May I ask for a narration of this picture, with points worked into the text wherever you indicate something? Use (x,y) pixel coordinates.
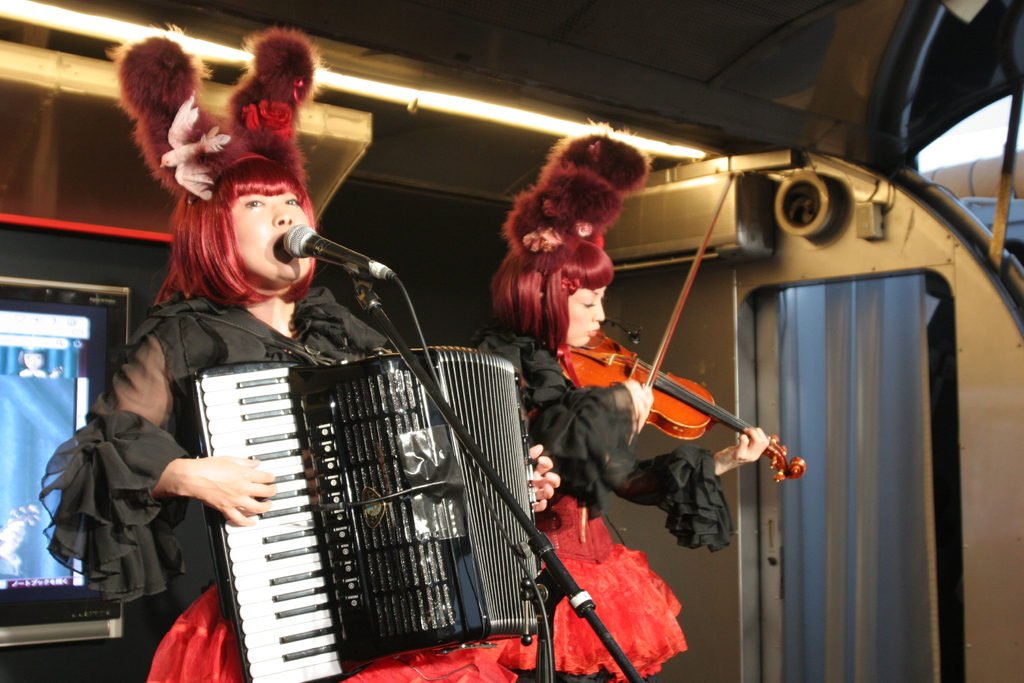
In this image there are two persons (492,340) standing and playing musical instrument (449,588). At the back (12,388) there is a screen (32,506) and at the right (842,486) there is a door (840,500), at the top (565,123) there is a light (419,97), in the front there is a microphone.
